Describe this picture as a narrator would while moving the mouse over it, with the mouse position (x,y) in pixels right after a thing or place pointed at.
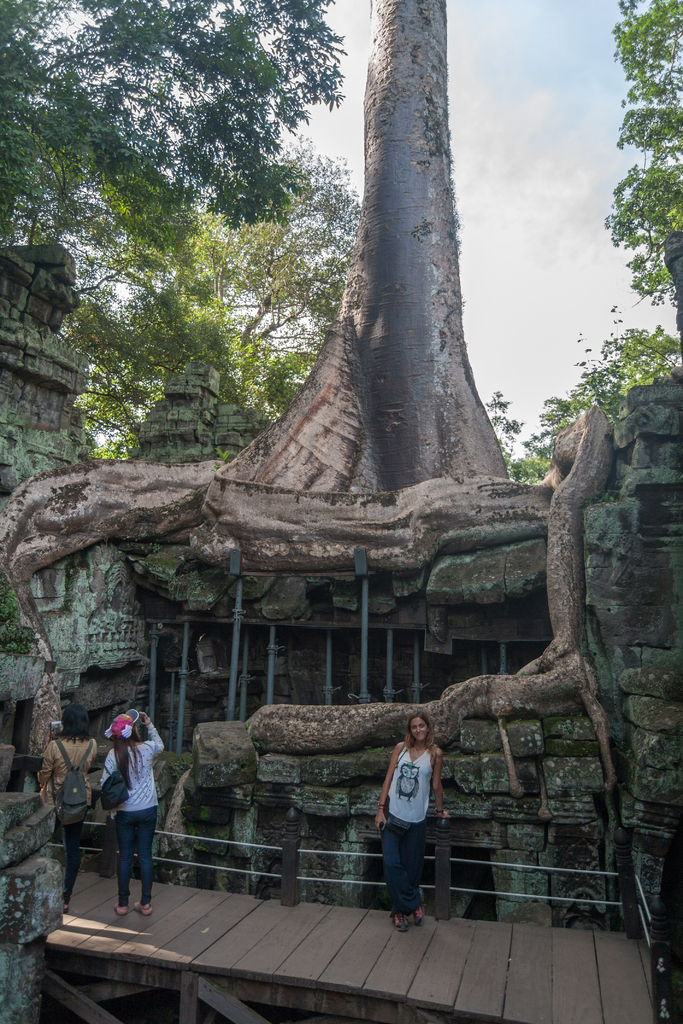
In this image we can see three persons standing and wearing the bags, among them, two are holding the cameras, there are some trees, poles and wooden surface (178,902), also we can see the wall (568,750) and in the background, we can see the sky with clouds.
